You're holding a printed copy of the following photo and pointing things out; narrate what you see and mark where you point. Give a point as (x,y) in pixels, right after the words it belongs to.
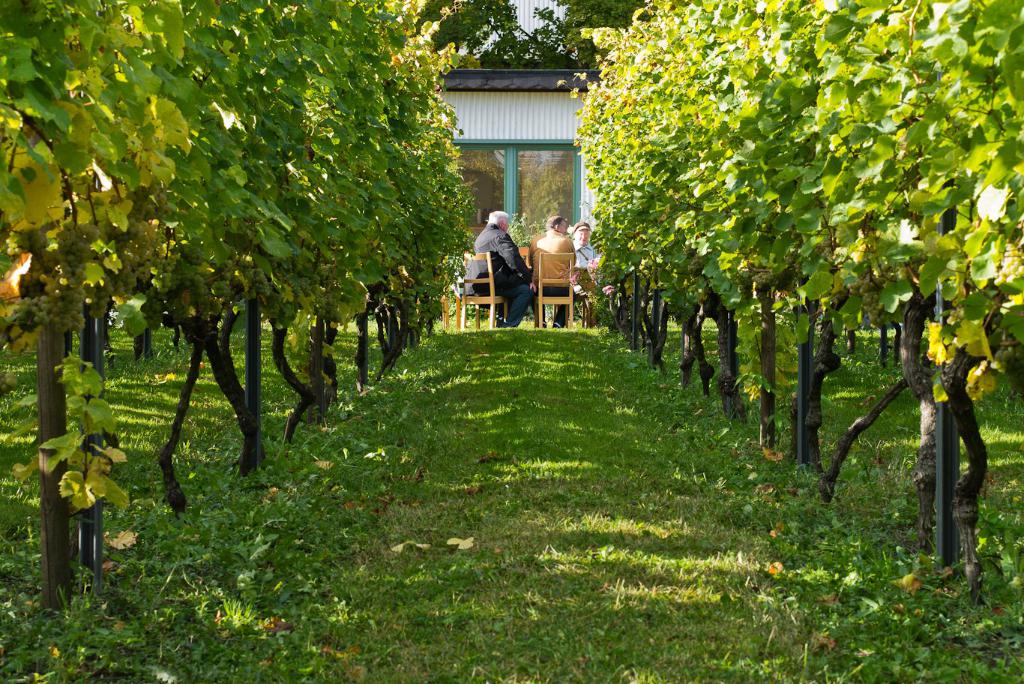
In the center of the image (539,262) we can see group of persons (564,263) sitting on chairs (551,282) placed on the ground (543,342). One person (509,253) is wearing a black coat (495,256). In the background (518,106) we can see a building (481,193) with windows (481,193) and group of trees (915,372).
